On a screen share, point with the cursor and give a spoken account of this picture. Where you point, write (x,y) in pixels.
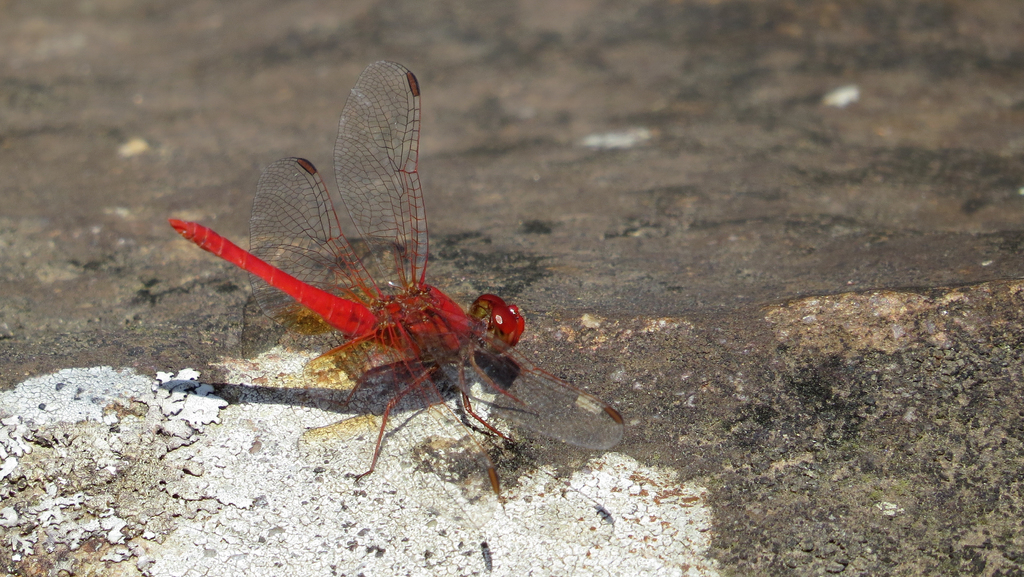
In the image in the center (400,311) we can see one dragonfly (427,261), which is in red color.
